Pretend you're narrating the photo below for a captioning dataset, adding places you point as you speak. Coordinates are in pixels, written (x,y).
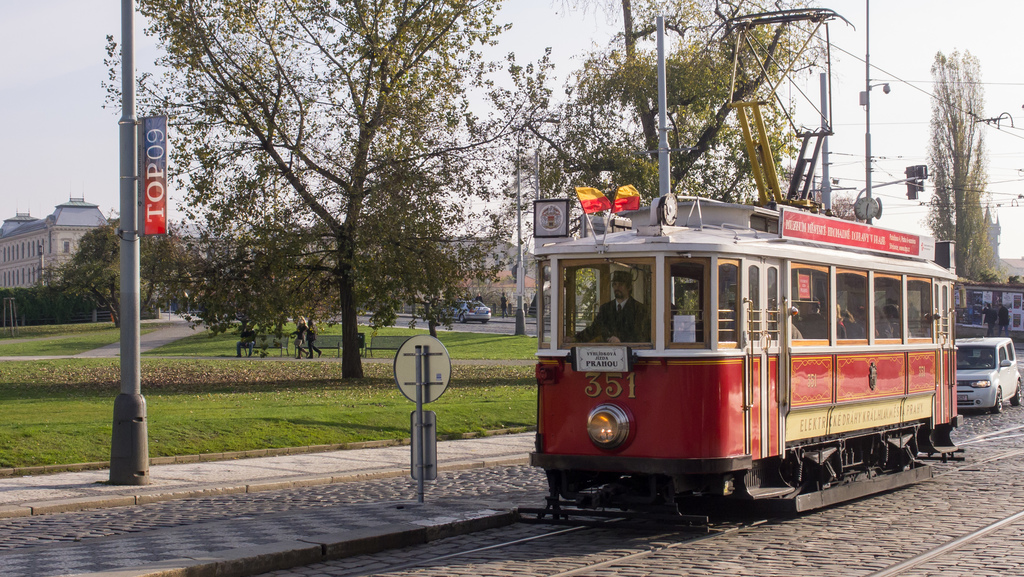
In the center of the image (652,345) we can see persons (639,330) in train (773,358). On the right side of the image (966,267) we can see poles (887,183), wires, traffic signals (910,179), trees (971,135), persons (1002,306) and building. On the left side of the image (300,338) we can see persons (312,338), benches (327,342), trees (86,247), pole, buildings (28,258). In the background (475,317) we can see buildings (62,251), vehicles (468,305) and sky (503,53).
